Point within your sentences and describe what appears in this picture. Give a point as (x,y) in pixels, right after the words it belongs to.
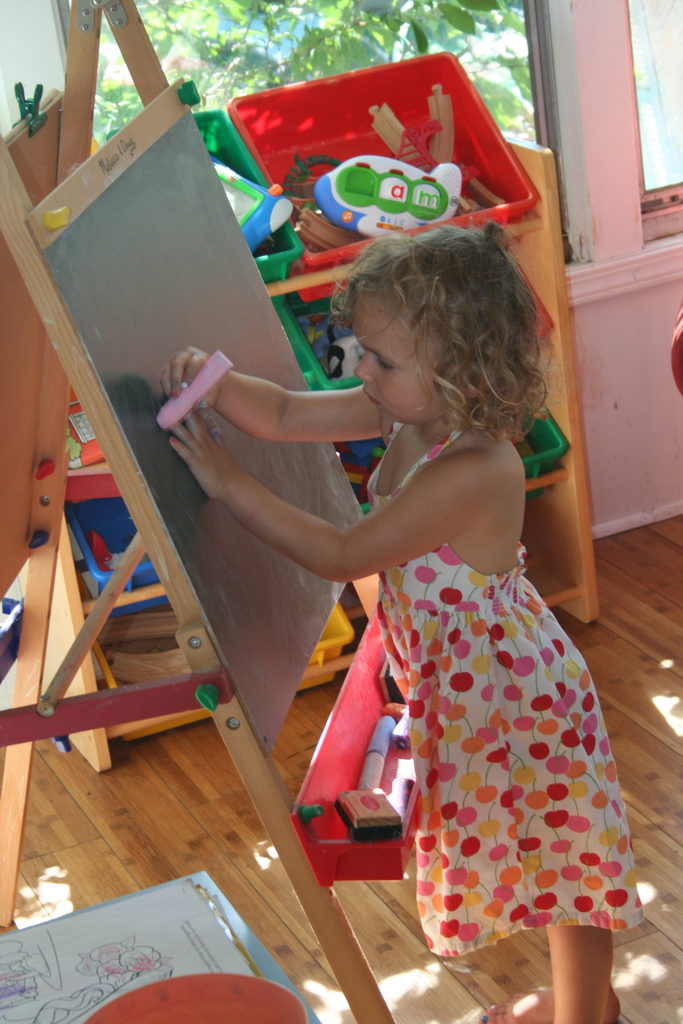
In the center of the picture (452,568) there is a kid (232,389) drawing on the board (288,813). In the foreground (117,967) there are books (135,966) and bowl (267,1023). In the background (560,360) there is a closet (322,283). In the closet (573,425) there are toys (323,190) and basket (334,141). In the background (274,17) there is a window (284,34), outside the window (264,43) there is a tree (340,32).
